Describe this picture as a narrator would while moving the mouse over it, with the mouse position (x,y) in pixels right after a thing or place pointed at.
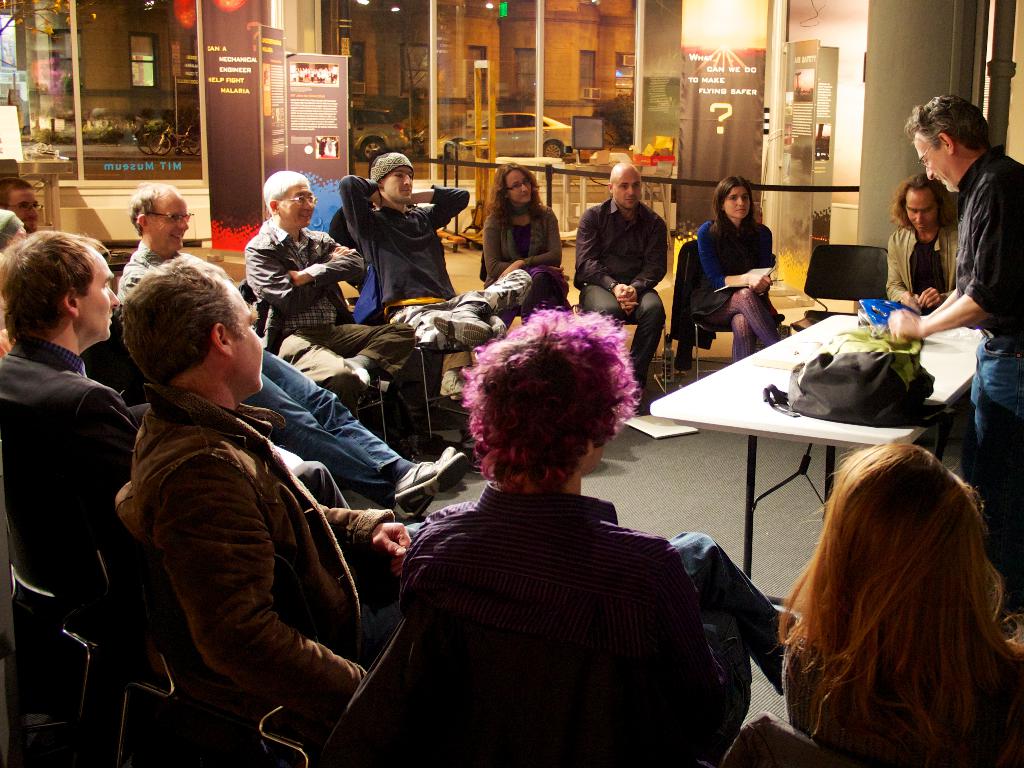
There are people (564,540) sitting on chairs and this man (968,414) standing, in front of this man (1010,410) we can see bags (856,340) and objects (807,360) on the table (788,368). In the background (394,28) we can see banners (235,80), boards (322,89), glass (504,89), vehicles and windows (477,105).
